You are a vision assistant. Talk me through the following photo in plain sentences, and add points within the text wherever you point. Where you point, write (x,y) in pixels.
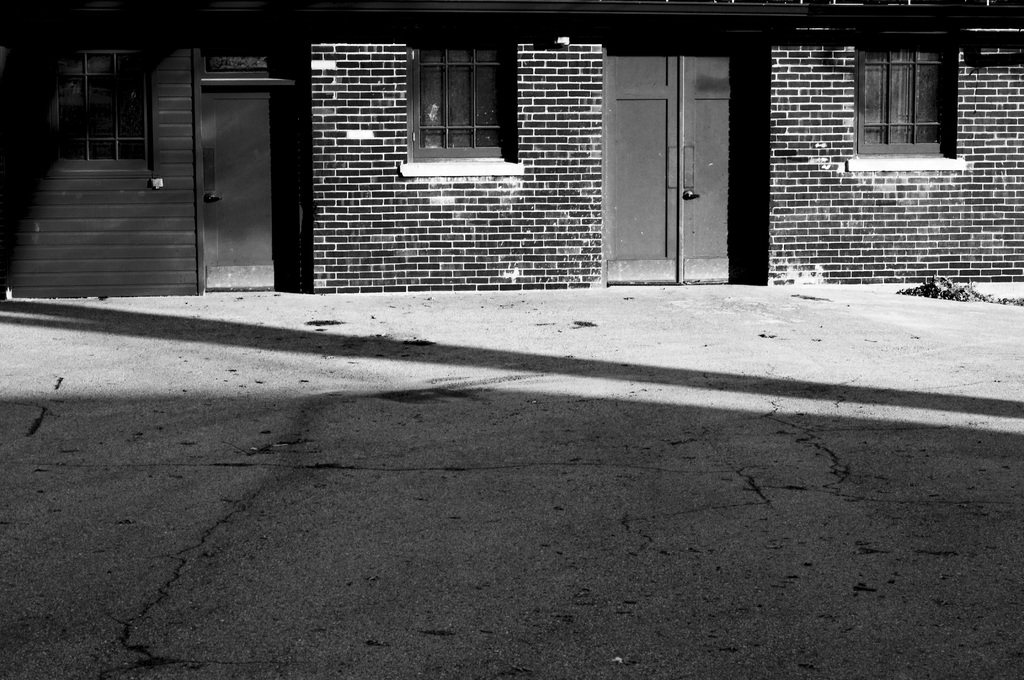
In this picture there is a building (549,167). Here we can see two doors (630,204) and three windows (898,124). On the left (93,275) we can see black color wall (40,237) and on the right (860,222) we can see brick wall (845,214). On the bottom (866,540) there is a floor (465,481).
